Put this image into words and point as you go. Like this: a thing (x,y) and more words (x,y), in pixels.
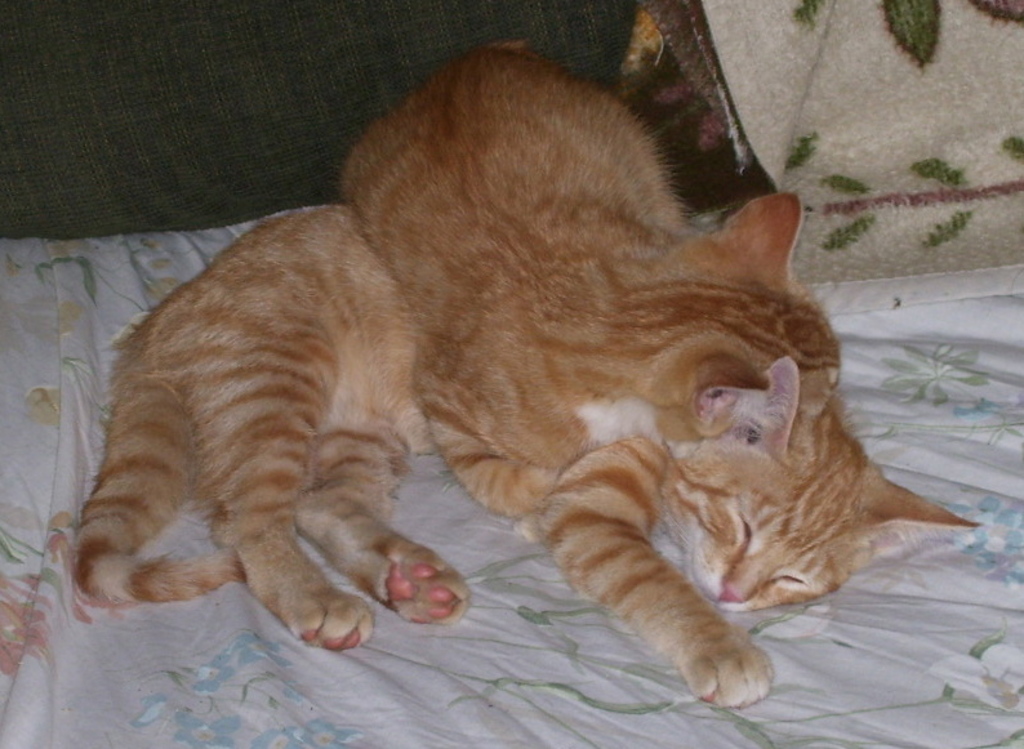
In this picture I can see 2 cat (323,255), which are on the bed (25,285) and I can see the designs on the bed sheet (43,392).
